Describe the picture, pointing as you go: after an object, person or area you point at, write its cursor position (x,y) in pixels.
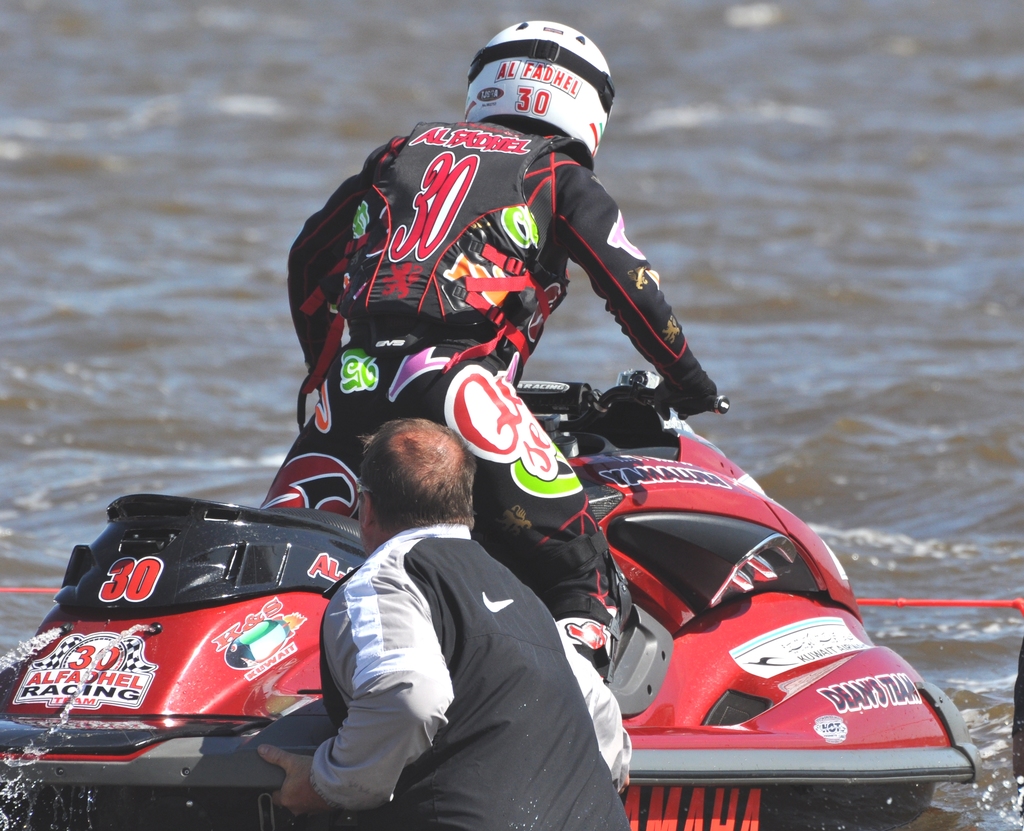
In this image a person (540,473) is standing on a vehicle (630,626) which is in water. He is wearing black jacket (523,297) and helmet (497,122). Bottom of image (430,711) there is a person (480,778) holding the vehicle (77,790). Background (699,238) there is water (804,241) having tides (849,223).
